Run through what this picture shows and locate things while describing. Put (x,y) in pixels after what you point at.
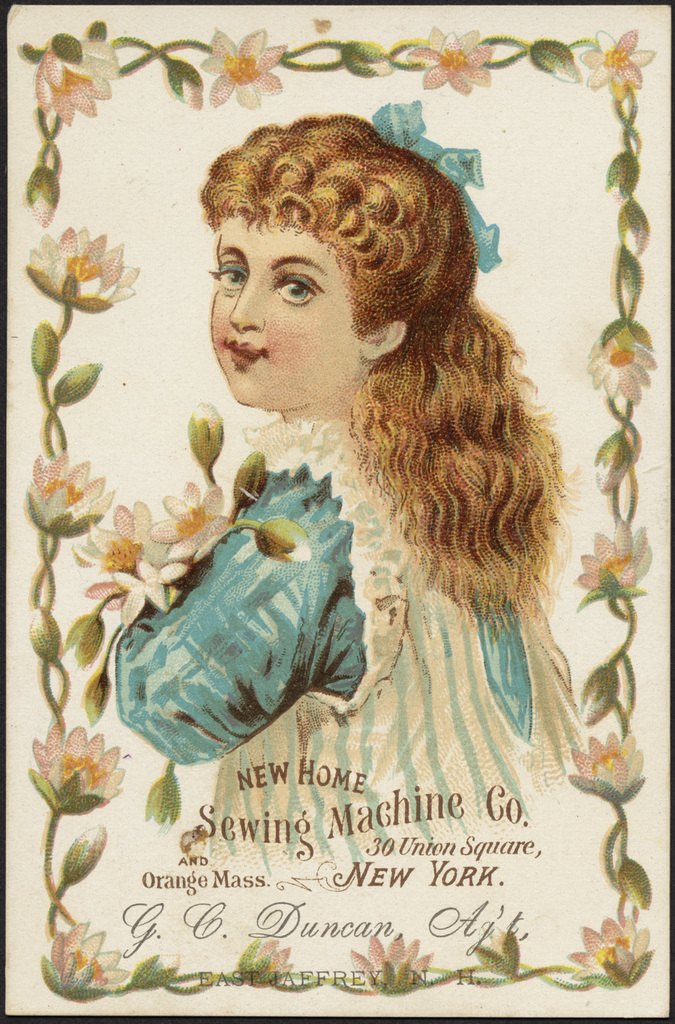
This is a painting. In the center of the image (305,404) we can see a girl (304,464) is standing and wearing dress (332,635) and holding the flowers (217,504). In the background of the image (62,66) we can see the flowers (584,945), leaves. At the bottom of the image (301,820) we can see the text (285,776).
